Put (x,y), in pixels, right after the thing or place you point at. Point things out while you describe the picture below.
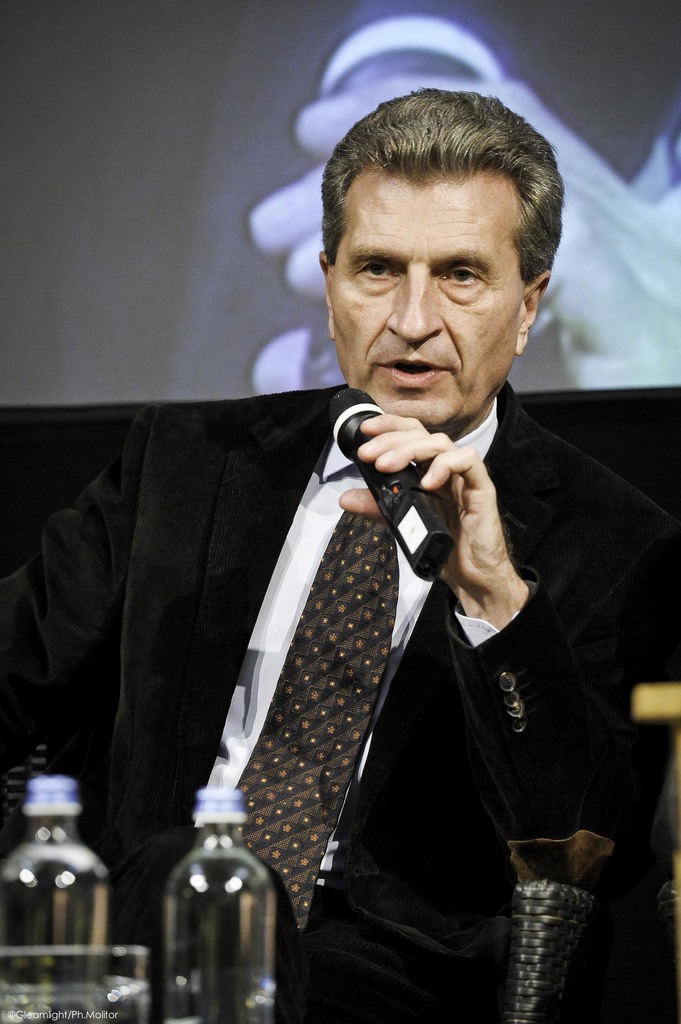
This man (333,315) in black suit (183,671) is sitting on a chair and holds mic (420,555). In-front of this man (397,752) there are bottles (220,941) and glass (70,972). On top (273,111) there is a screen (64,293) on wall (52,470).
